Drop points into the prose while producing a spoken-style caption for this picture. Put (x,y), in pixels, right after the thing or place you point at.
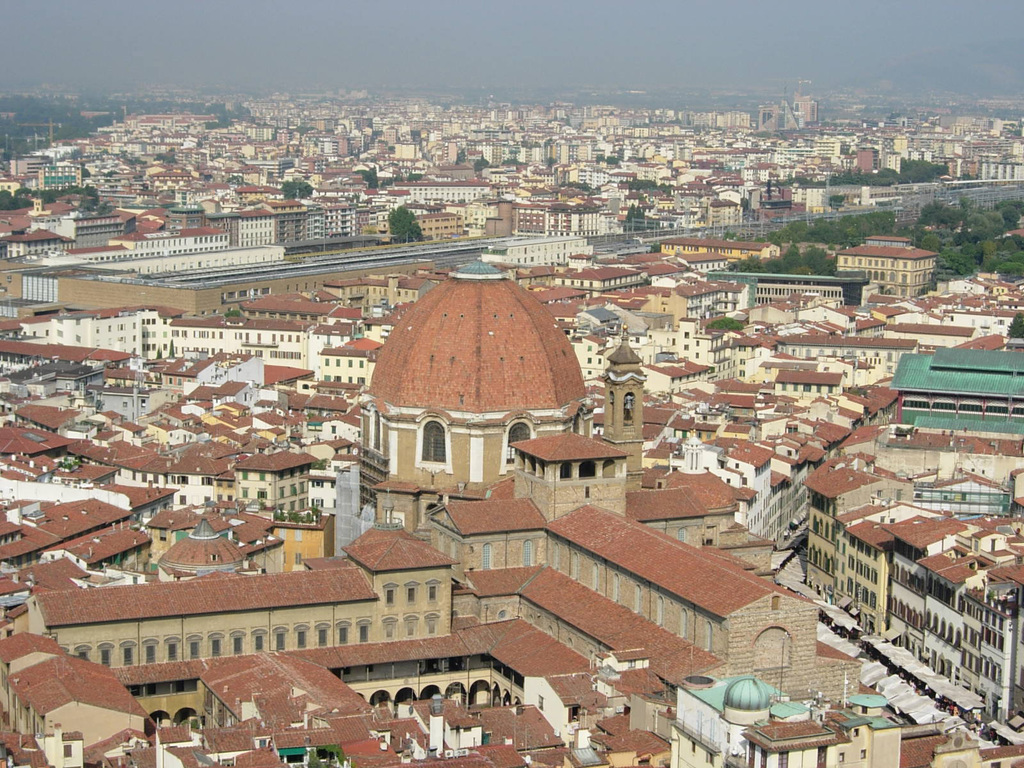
In this image I can see many buildings (253,296) in multicolor. I can also see trees (1023,327) in green color and sky (361,66) in blue color.
